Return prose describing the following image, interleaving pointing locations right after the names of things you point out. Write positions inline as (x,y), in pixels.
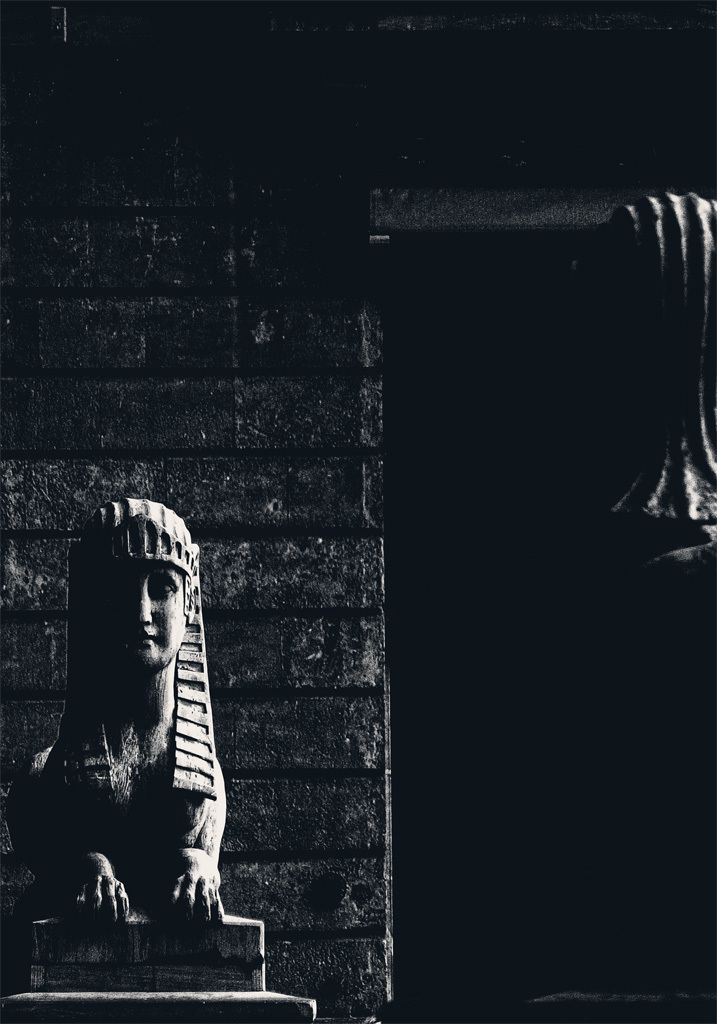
This is a black and white image. In this image we can see a statue (136,740) on a pedestal (132,962). In the back (252,464) there is a brick wall (304,610).
